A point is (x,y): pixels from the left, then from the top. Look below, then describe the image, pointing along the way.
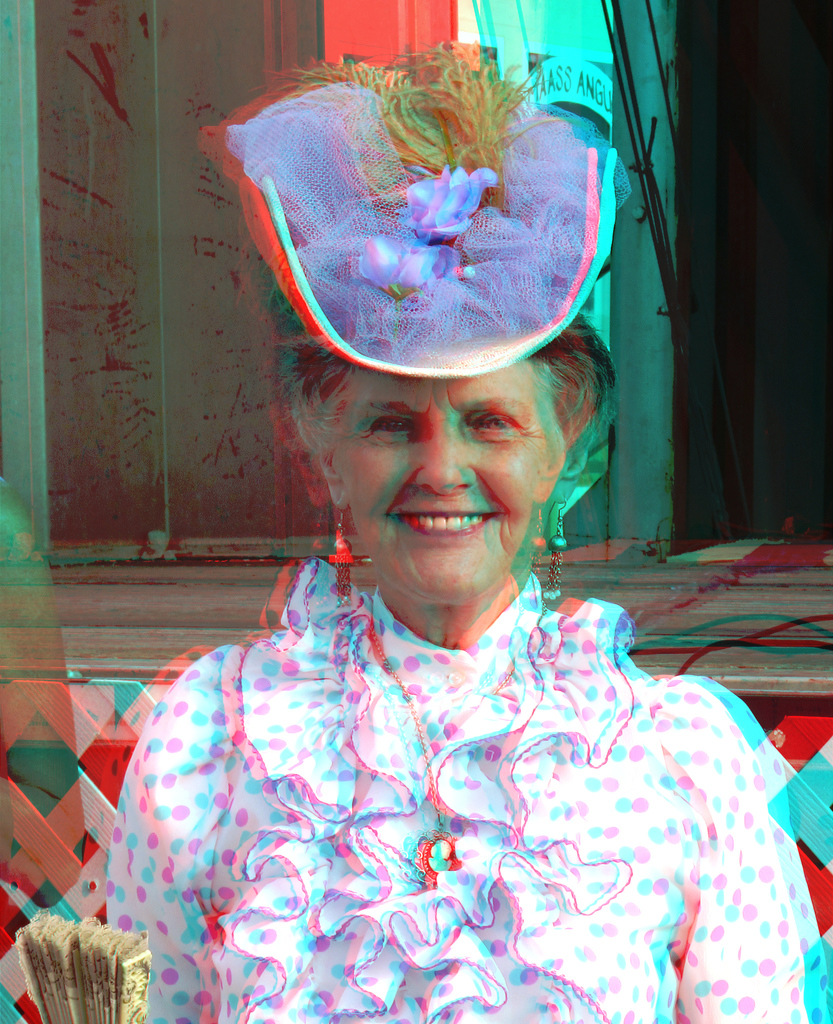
The woman (578,848) in front of the picture wearing white dress (280,676) is smiling. Behind her, we see a wall (35,291) and window (744,341) and it is blurred in the background (138,228). This picture might be clicked outside the city and this might be an edited image.
